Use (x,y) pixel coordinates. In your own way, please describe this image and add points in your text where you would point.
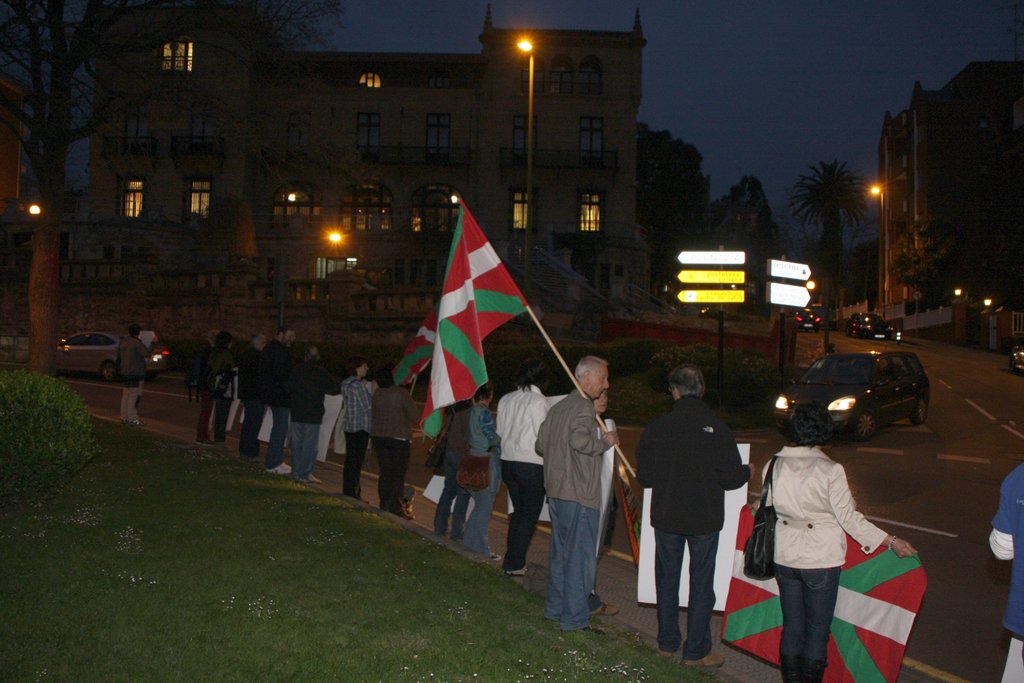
In this image in the middle (580,441), there is a man (592,433), he wears a jacket (585,444), trouser (581,610), shoes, he is holding a flag (494,314). On the right (796,477) there is a woman (803,505), she wears a jacket (789,535), trouser (802,630) and handbag (772,568), she is holding a flag (771,623) and there is a man (695,556), he wears a black jacket (692,473), trouser (712,575), he is holding a poster (719,559). In the middle (391,428) there are many people (378,445), cars (152,366). At the bottom (216,558) there are plants (55,409) and grass (284,593). In the background (791,235) there are buildings (442,106), sign boards (718,277), cars (826,376), street lights (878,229), trees (758,207) and sky (761,112).
